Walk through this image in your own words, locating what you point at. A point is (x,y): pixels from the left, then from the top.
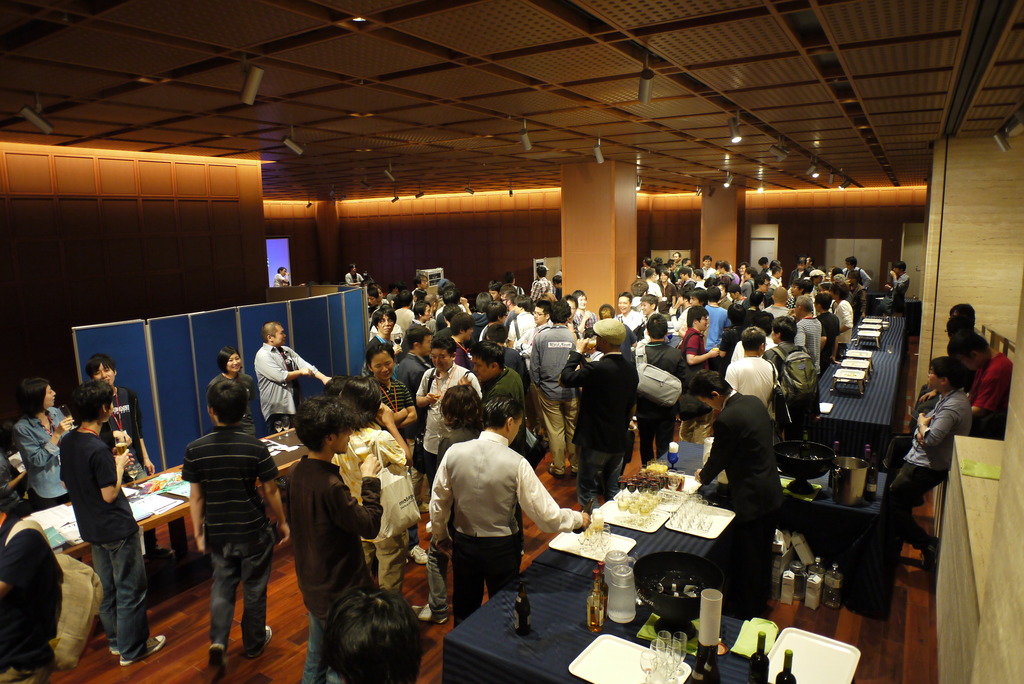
In this image, we can see a group of people (22,612) are standing on the wooden surface (285,638). Here we can see tables (479,630), some objects (648,638) are placed on it. Few people (597,449) are holding some objects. Here we can see walls (699,252), pillars (565,254), blue color object (304,333). Top of the image (415,116), there is a ceiling (549,144) and lights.
